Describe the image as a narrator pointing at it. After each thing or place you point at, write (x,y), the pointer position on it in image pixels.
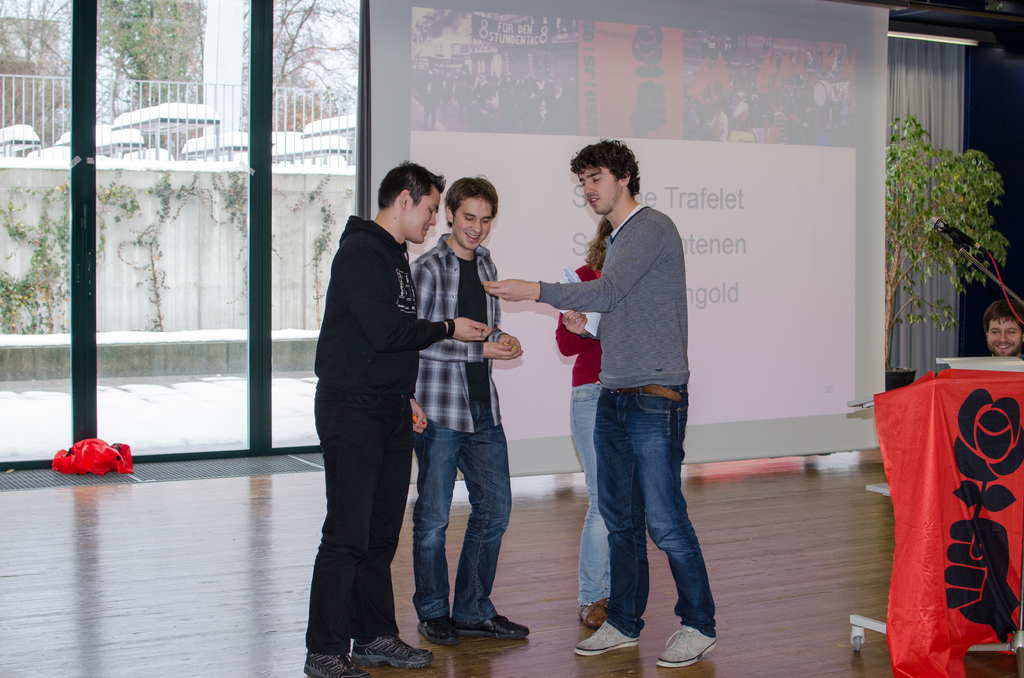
In this picture there are people (496,459) standing. On the right side of the image (974,177) we can see a person (1023,331), cloth (964,520) and leaves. In the background of the image (625,101) we can see glass (189,293), screen (375,160), curtain (889,140) and light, through this glass (164,419) we can see leaves (35,258), wall (181,200), fence (188,108), trees (152,51), sky (328,28) and white objects (226,108).
